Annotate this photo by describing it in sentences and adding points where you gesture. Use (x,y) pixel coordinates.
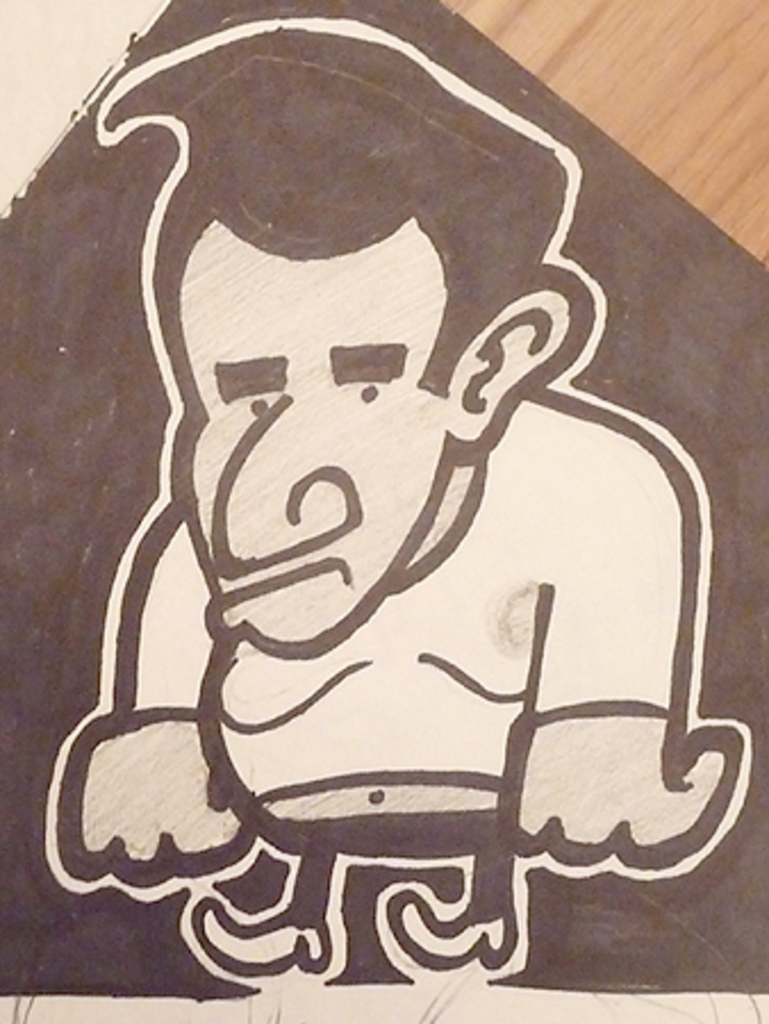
In this picture we can see a painting (374,466) of a person (280,698).
